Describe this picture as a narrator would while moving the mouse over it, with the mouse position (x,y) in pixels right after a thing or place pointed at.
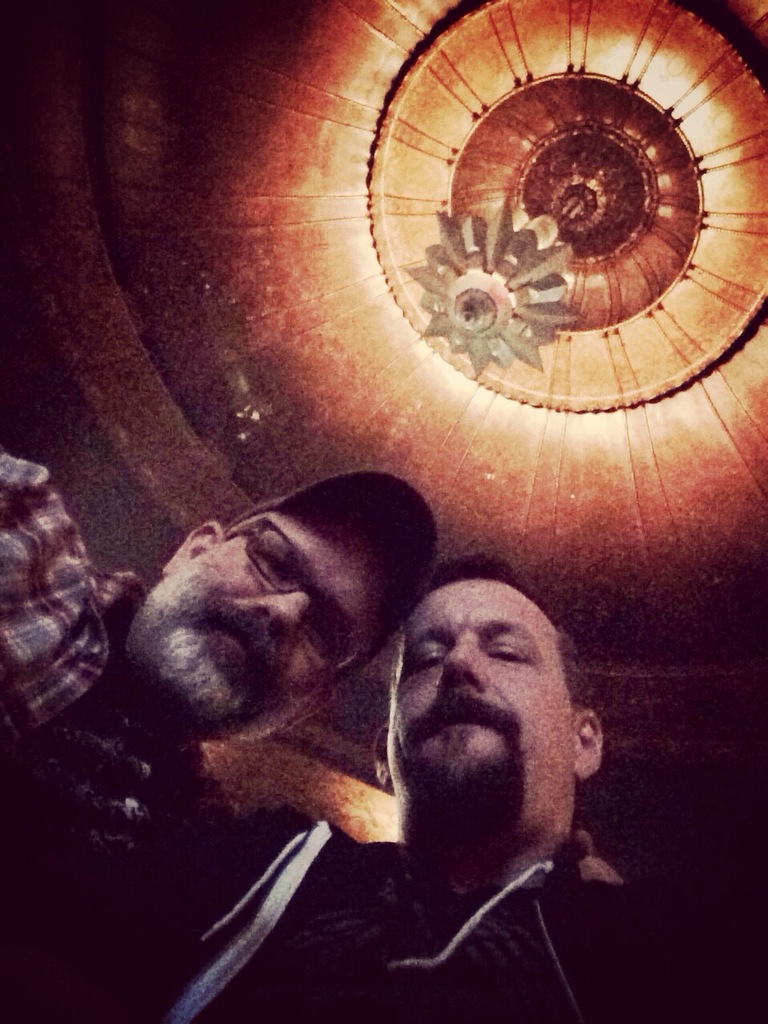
In this image we can see there are two people (451,746) standing and at the top (503,216) there is a chandelier (464,275) hangs to the ceiling (547,201).
